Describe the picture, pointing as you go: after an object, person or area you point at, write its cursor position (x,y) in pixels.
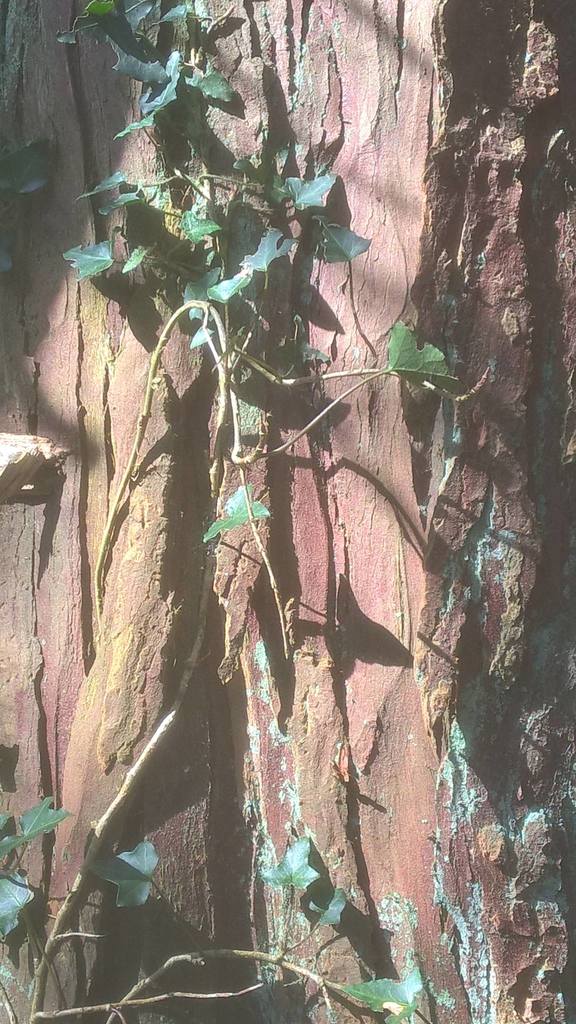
In the picture there is a creeper (154,76) present on the bark (433,50).
